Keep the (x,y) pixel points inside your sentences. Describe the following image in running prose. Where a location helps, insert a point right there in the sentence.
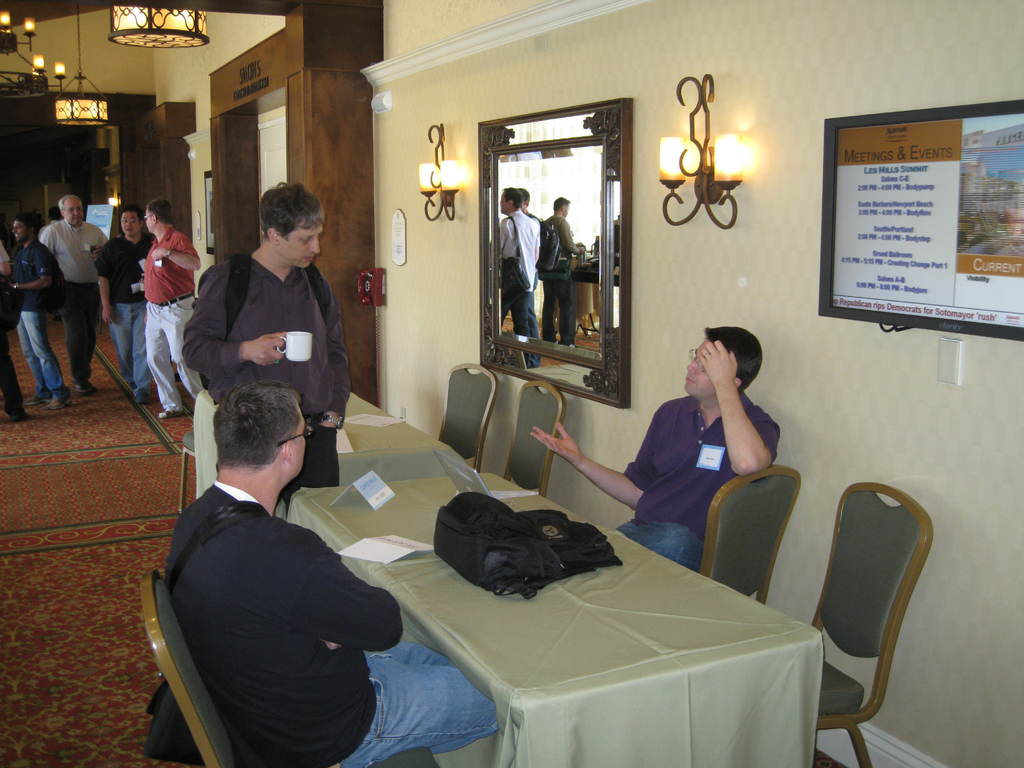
There is a person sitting on a chair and he is having a conversation with this person (256,352) who is standing on the left side (339,312). Here we can see a few people (170,322) who are standing on the left side (170,250). This is a mirror (579,265) and this is light (734,179) which is fixed to a wall (779,185).
